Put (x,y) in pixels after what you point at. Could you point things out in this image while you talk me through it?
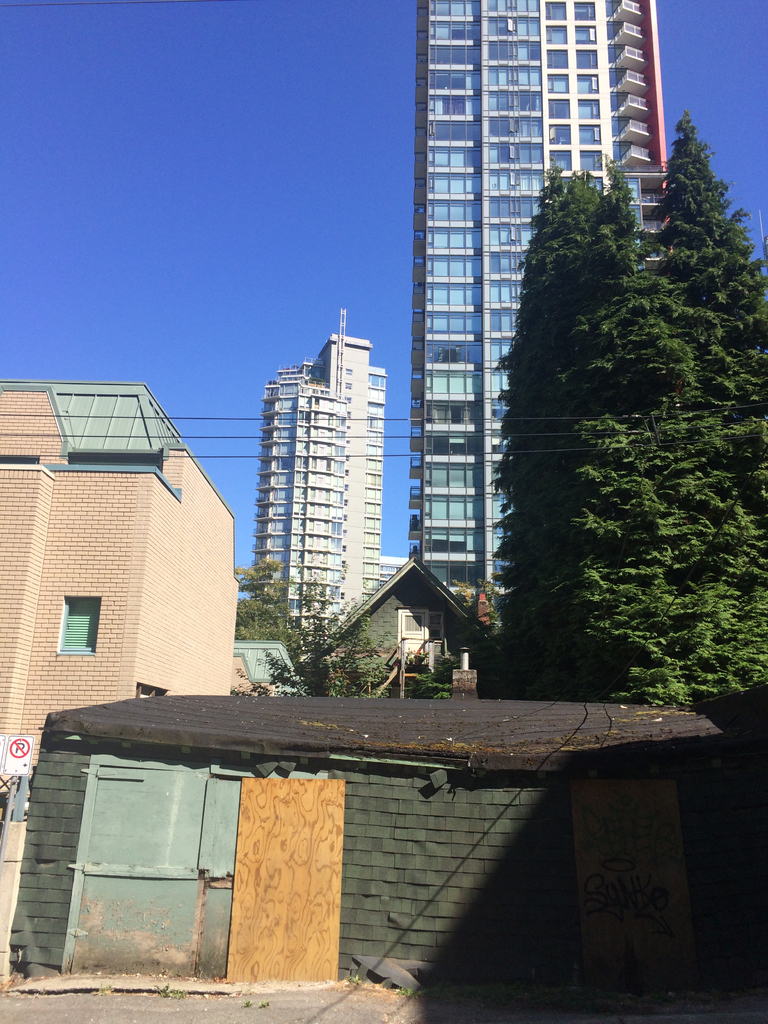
In this image we can see a group of buildings (425,806) with windows (338,448) and roofs (347,712). In the left side of the image (12,771) we can see a signboard (17,763) with some text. In the background (312,635), we can see a group of trees (586,619), pole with cables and the sky (324,331).
